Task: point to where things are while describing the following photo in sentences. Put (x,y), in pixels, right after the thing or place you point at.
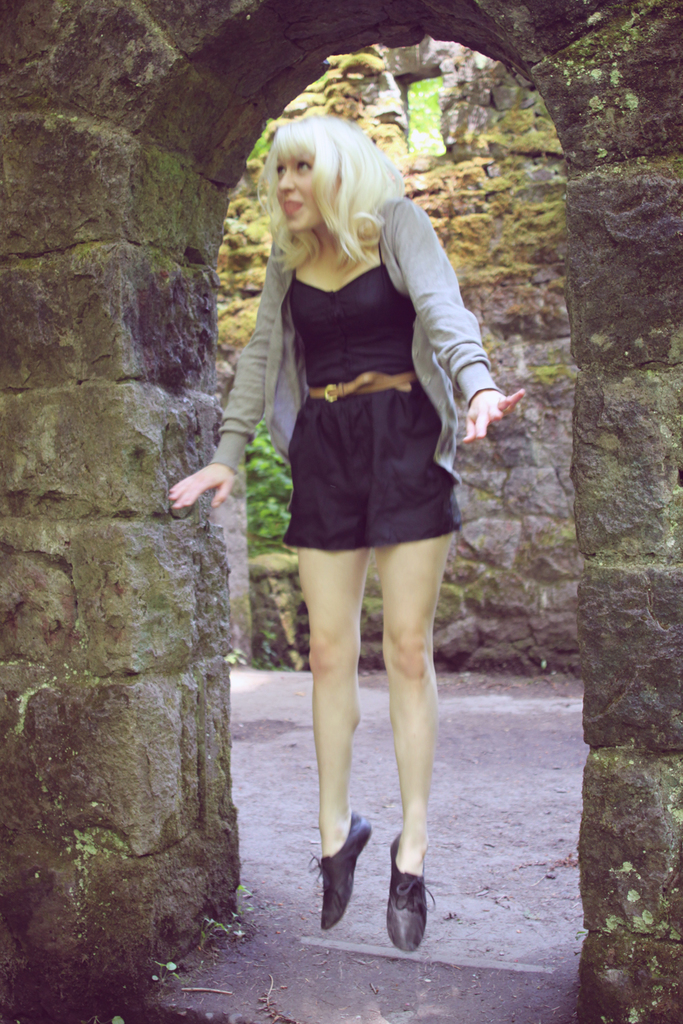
In the center of the picture (357,454) we can see a woman (411,368) wearing black color clothes (332,359) and jumping in the air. In the background (415,95) we can see the wall (56,276) and arch (280,10) and we can see the window (433,150) and the ground (518,817).
